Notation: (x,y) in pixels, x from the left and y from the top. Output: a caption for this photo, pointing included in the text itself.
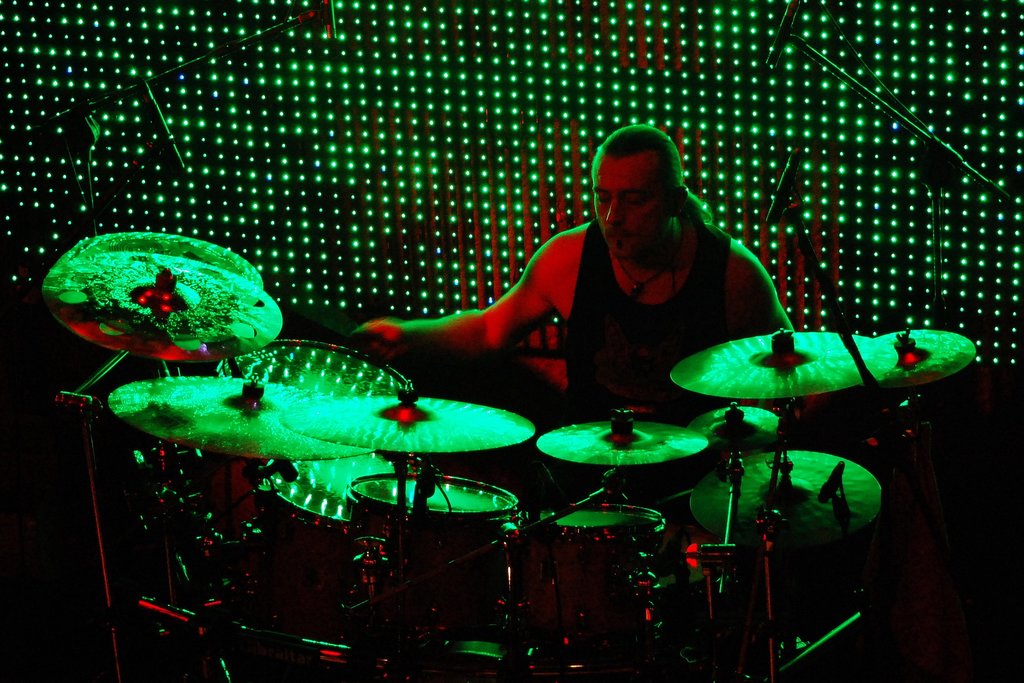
In this image, we can see a man (629,328) sitting, there are some musical instruments (466,434), we can see the microphones (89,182), in the background (707,117) we can see the lights (498,82).
